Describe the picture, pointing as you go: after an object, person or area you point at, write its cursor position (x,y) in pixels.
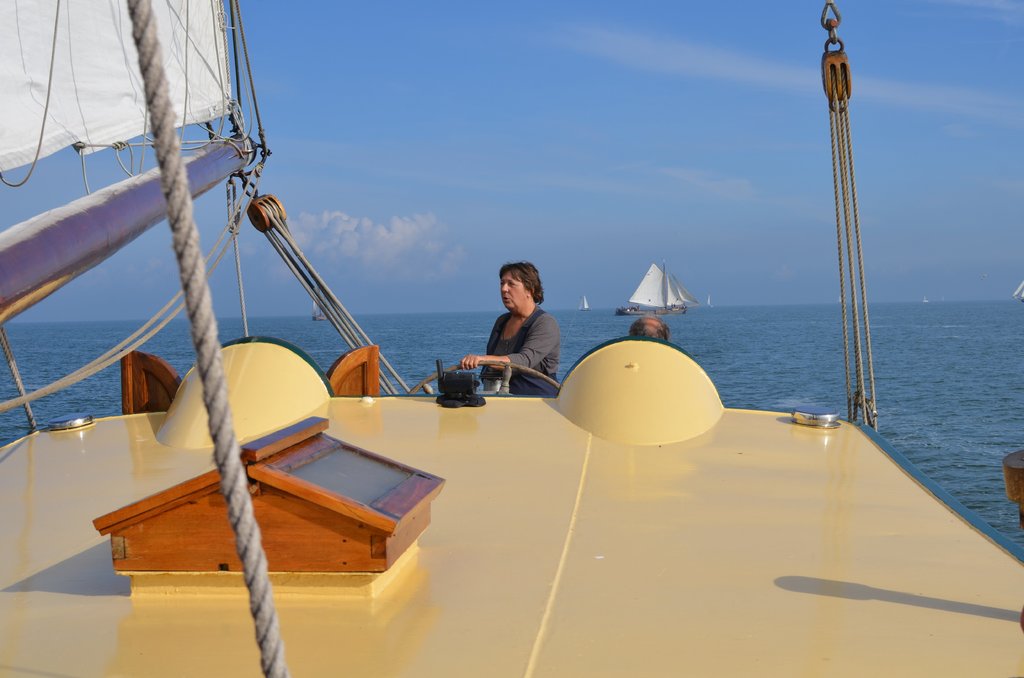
Here in this picture in the front (350,377) we can see a boat (276,452) present in the water (14,418) and in the middle (548,334) we can see a woman (517,334) riding the boat (519,403) and in the far we can see other boats (623,308) also present and we can see ropes (183,266) present on the boat (302,361) and we can see clouds (413,241) in the sky (448,126).
